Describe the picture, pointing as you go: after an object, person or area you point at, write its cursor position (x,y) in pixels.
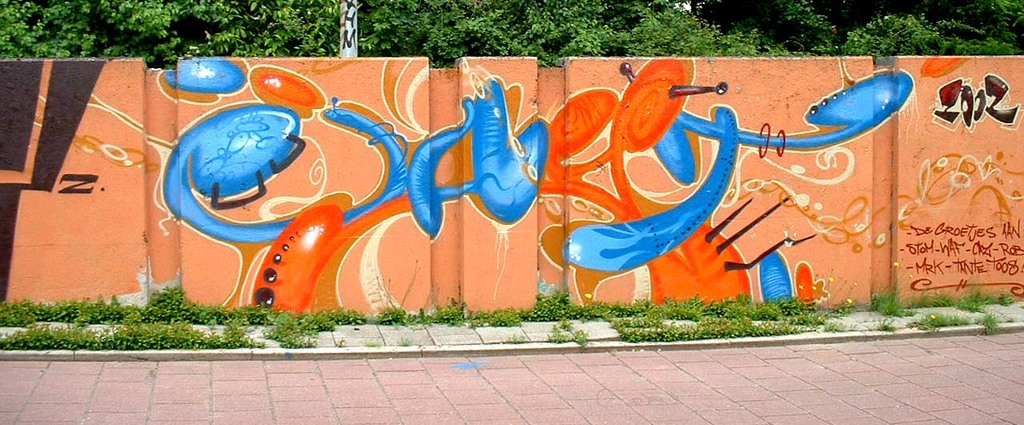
In this picture there is a painting (478,215) and there is text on the wall (690,207) and there are trees (559,45) and there is a pole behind the wall (505,93). At the bottom (472,333) there are plants (591,314) and there is a pavement (530,389).
